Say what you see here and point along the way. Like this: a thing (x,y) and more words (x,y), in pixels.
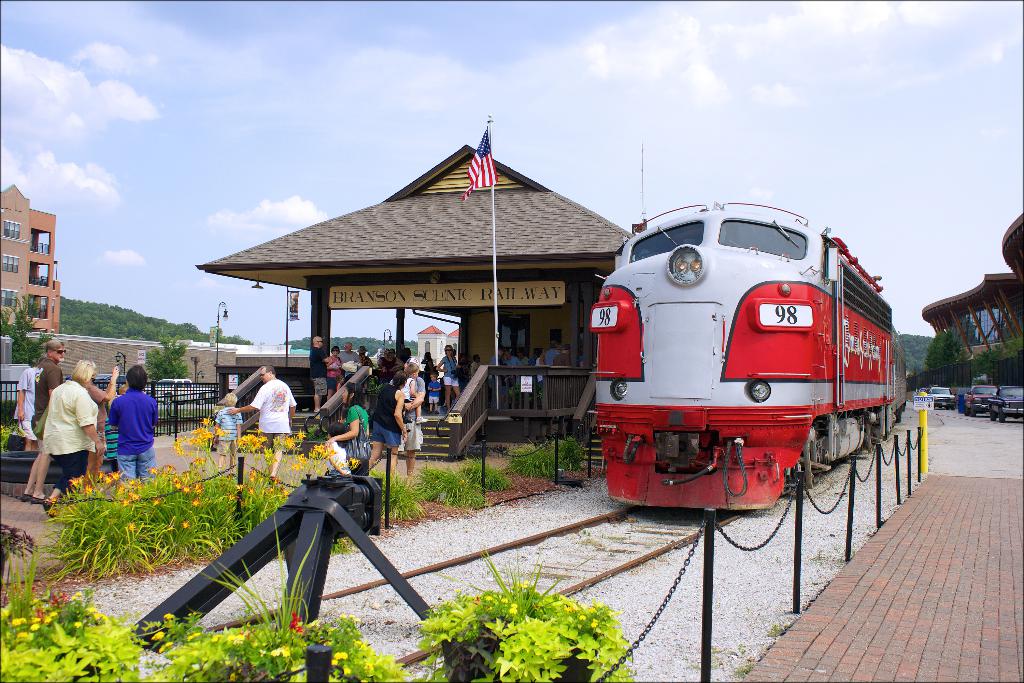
In this picture we can see train (633,434) on track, vehicles (1013,413), chains (674,588), poles (495,325), plants (38,639) and flowers (33,625). There are people (229,443) and we can see house (462,329), buildings (993,321), trees (98,317), flag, boards (213,336), fence (154,393) and lights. In the background of the image (814,107) we can see the sky (861,74) with clouds (861,74).
